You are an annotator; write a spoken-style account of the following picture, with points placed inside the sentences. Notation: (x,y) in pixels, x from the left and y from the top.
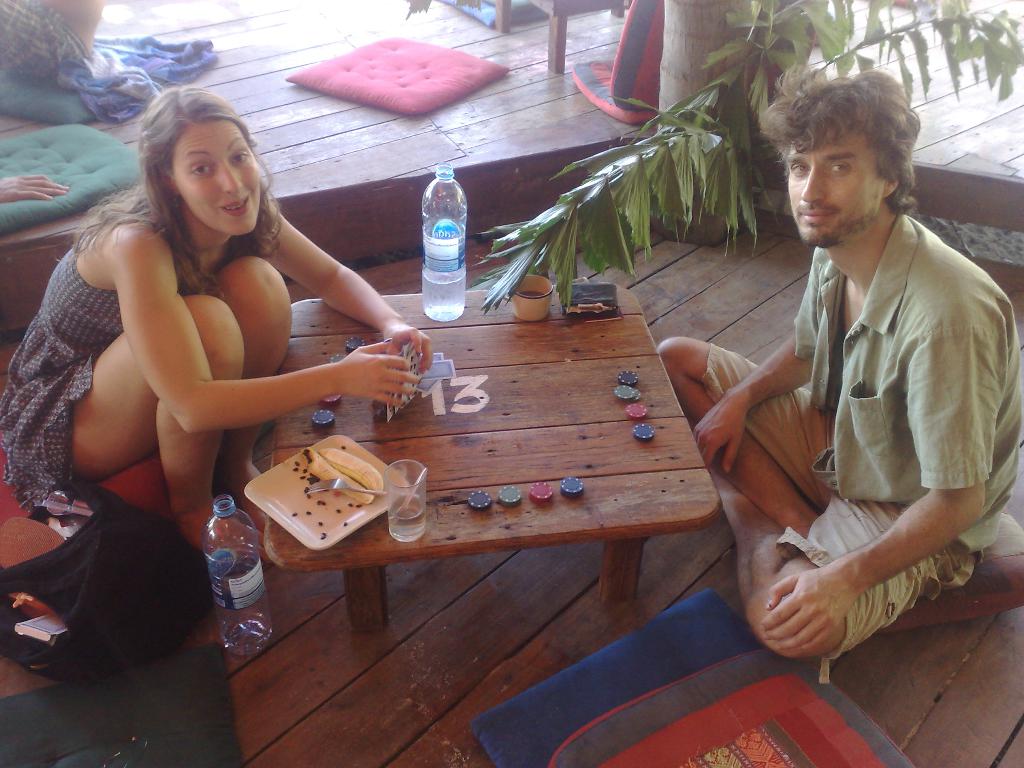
This is a picture taken in a room (2,274) or a house (482,177). In the center of the picture (653,475) there is a table (566,428), on the table (504,385) the bottles (426,215), plate (342,519), spoon (338,480), glass (422,497), cup (532,288) and some coins (628,393) and cards (434,376). On the right (945,406) there is a man (884,414) seated. On the left (114,313) this woman (110,358) seated holding cards (403,362). In the foreground (564,682) there is a pillow (624,714) on the left (77,610) there is a bag (114,593). On the top right (684,96) there is a stem (705,76). On the top left (67,102) there are pillows (55,135) clothes (100,88) and a hand (37,189). In the background (562,12) there is a chair (548,8).
